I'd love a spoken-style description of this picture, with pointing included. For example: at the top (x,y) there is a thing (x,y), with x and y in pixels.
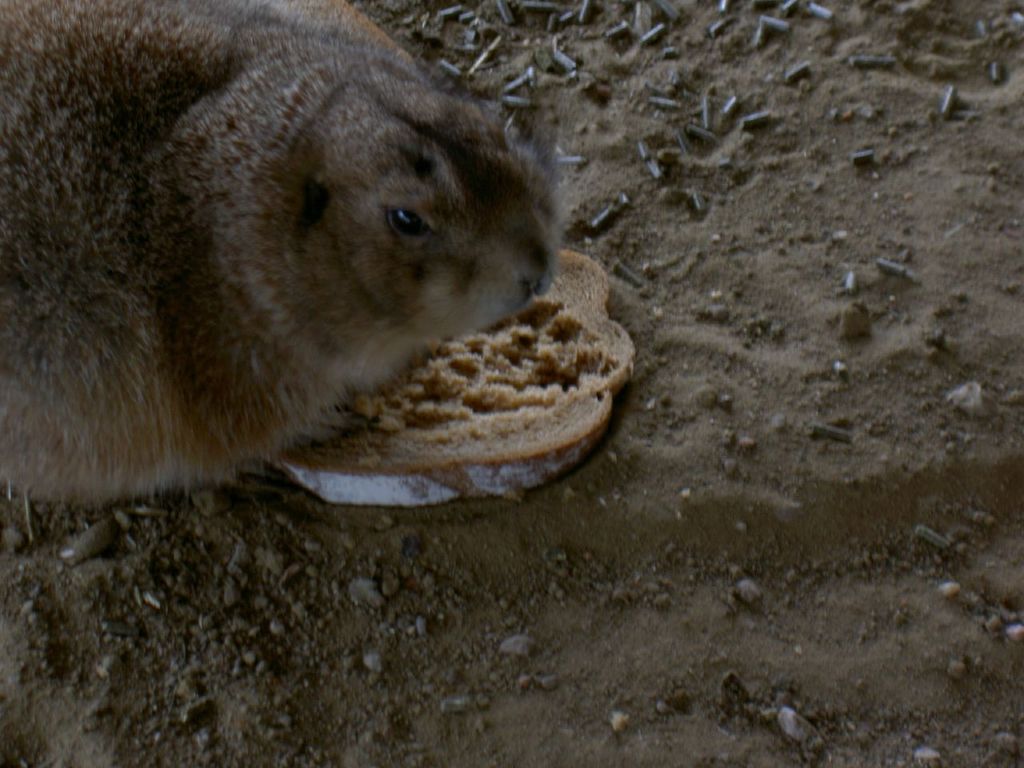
In this image we can see an animal (371,384), a bread slice (443,393) and some stones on the ground (594,687).
